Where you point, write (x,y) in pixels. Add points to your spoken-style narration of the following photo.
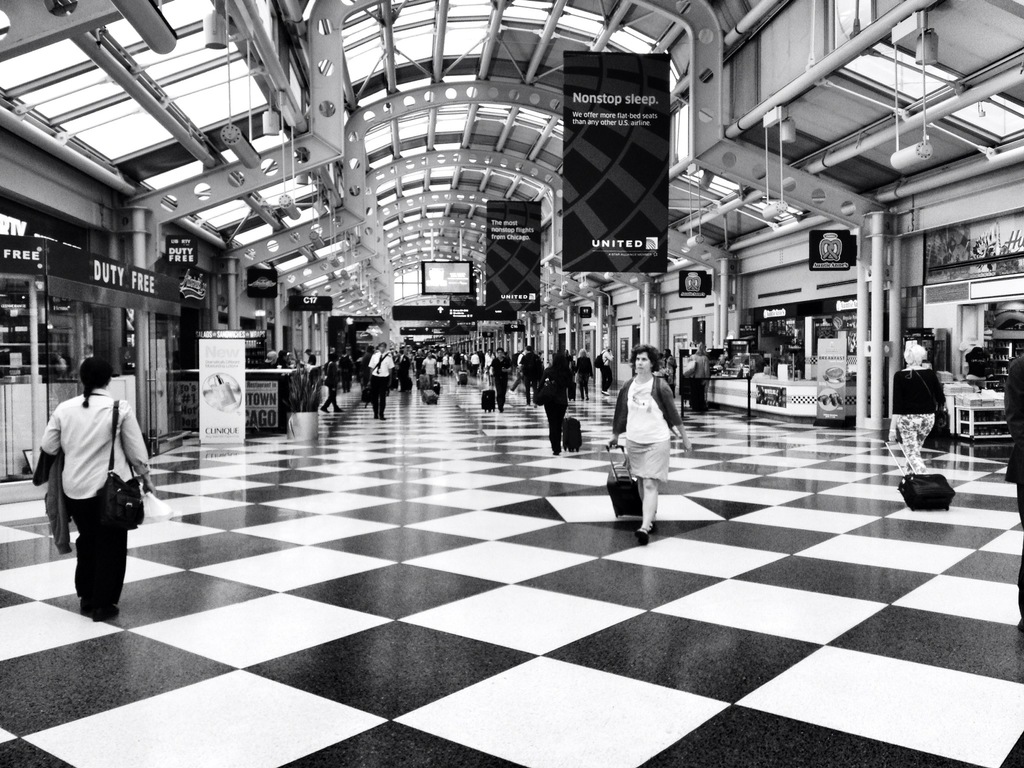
In this image I can see inside of the building (411,531) in which some people (644,521) are holding bags (616,496) and walking, side I can see some shops (350,342) with banners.
